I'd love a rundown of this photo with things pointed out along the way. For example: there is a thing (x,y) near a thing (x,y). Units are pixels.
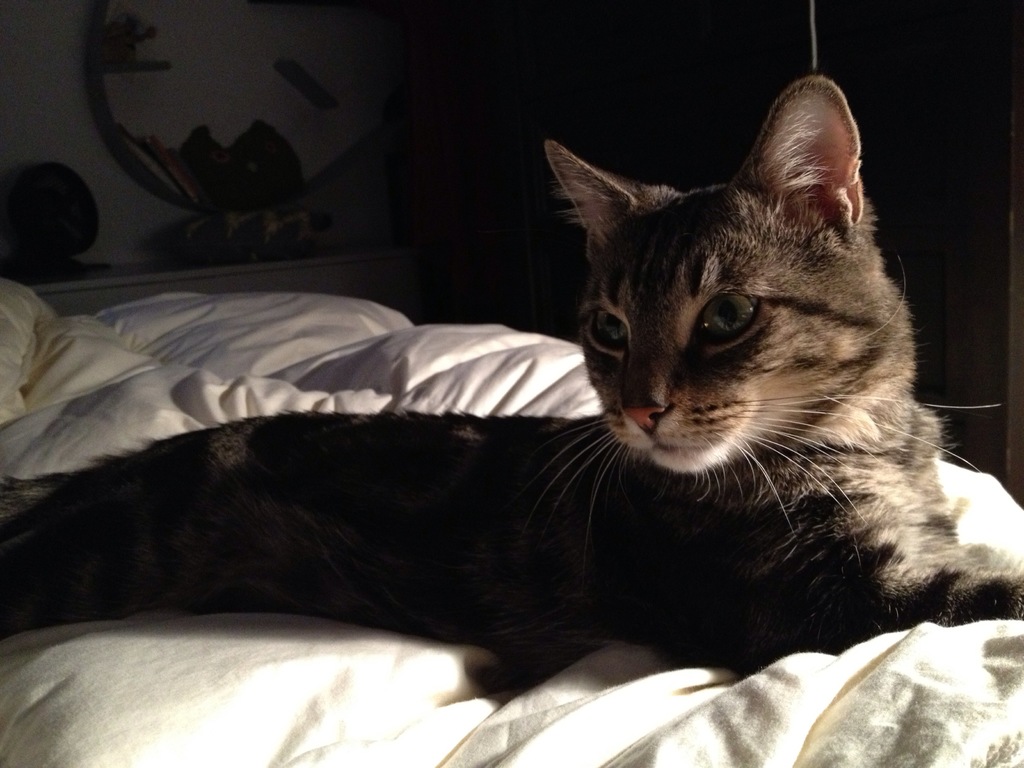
A cat (506,435) is lying on a bed (374,689) looking at a side. It is looking calmly with wide opened eyes (726,337). The ears (755,163) are erect. The bed (279,348) is in white color. The background (615,67) is bit dark.
